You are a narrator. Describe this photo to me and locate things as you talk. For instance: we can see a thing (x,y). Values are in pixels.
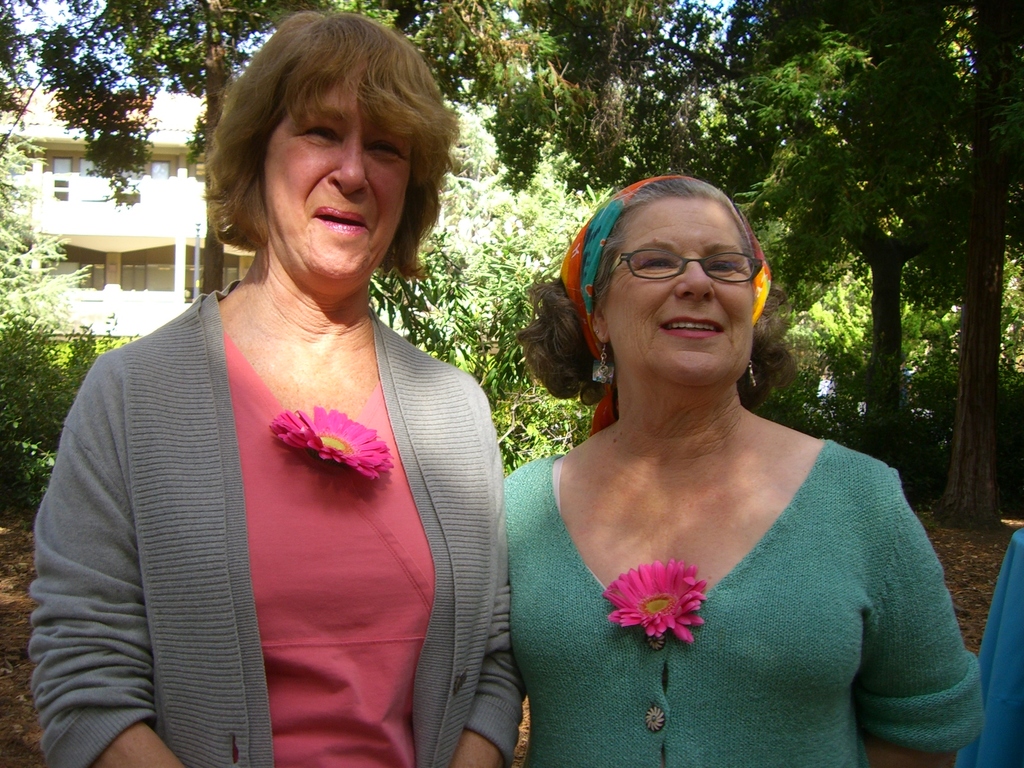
In this image we can see some persons (682,477) standing. In the foreground (299,406) we can see two flowers (310,437) on the dresses (344,478) of women (302,498). In the background (944,474), we can see building (135,227) with windows (104,283), a group of trees (617,61) and the sky (717,6).
